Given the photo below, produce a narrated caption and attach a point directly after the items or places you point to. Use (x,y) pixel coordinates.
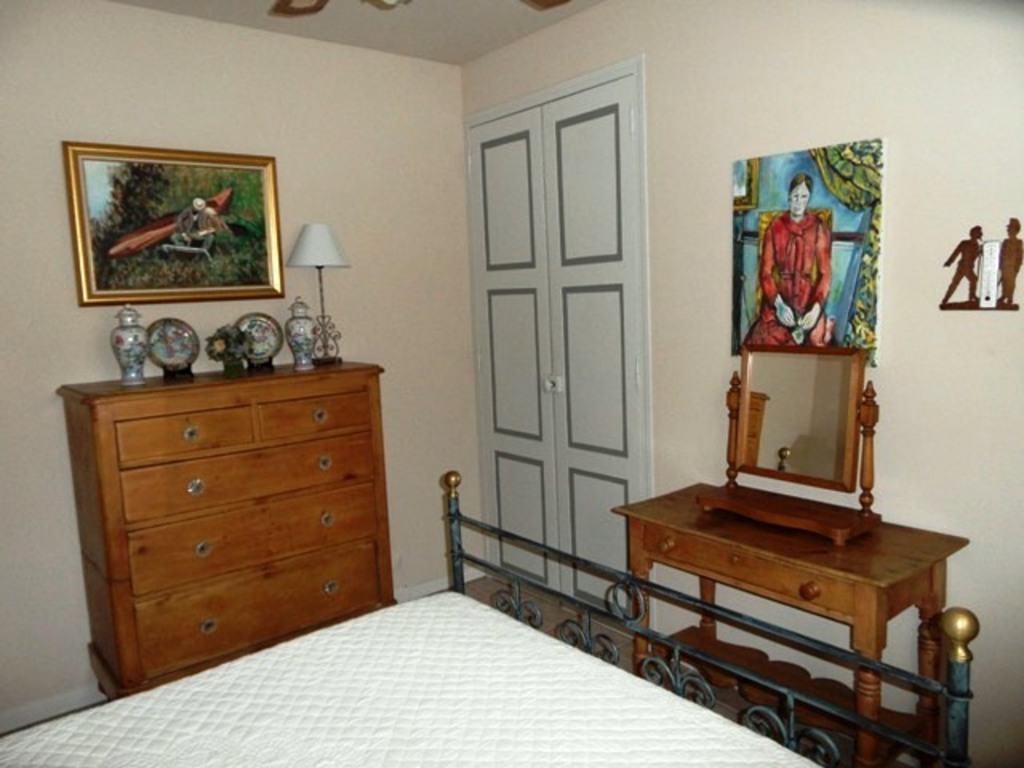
In the image we can see there is a bed (474,660) and a mirror (791,449) on the table (762,563) and on the wall (923,250) there are photo frames (755,256).
